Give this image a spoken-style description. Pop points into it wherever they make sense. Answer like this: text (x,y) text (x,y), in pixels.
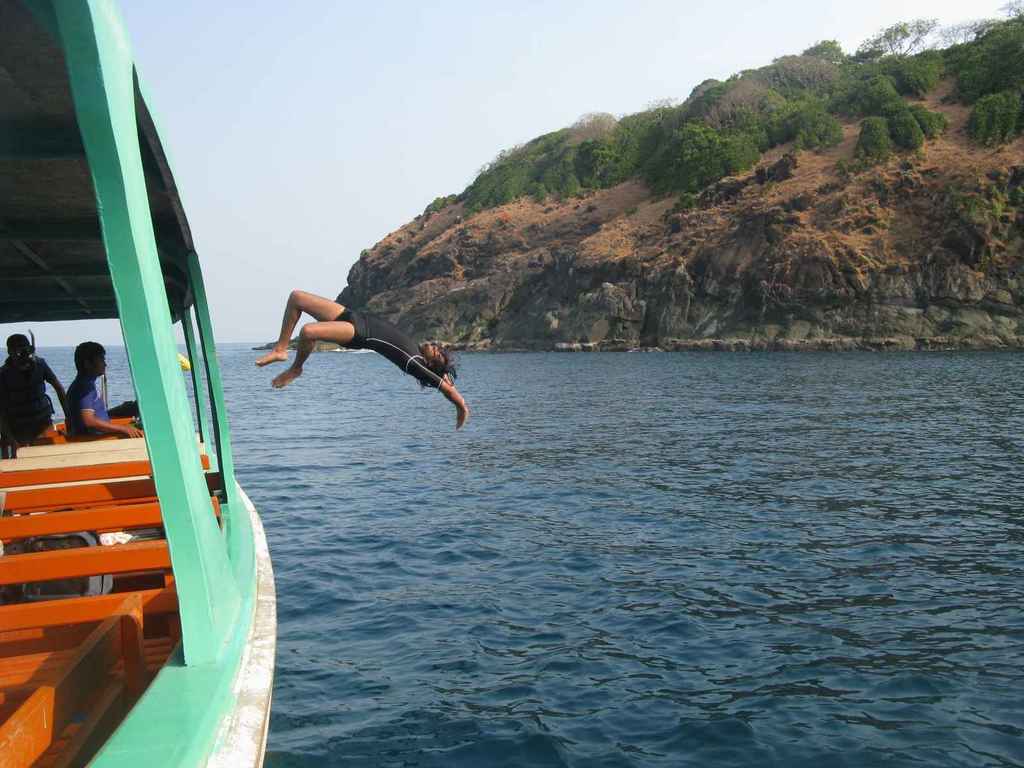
In this image we can see persons (42,385) sitting in the boat (53,629) and one of them is jumping into the water (448,425). In the background (574,143) there are hills (565,138), trees (623,167) and sky (336,230).
